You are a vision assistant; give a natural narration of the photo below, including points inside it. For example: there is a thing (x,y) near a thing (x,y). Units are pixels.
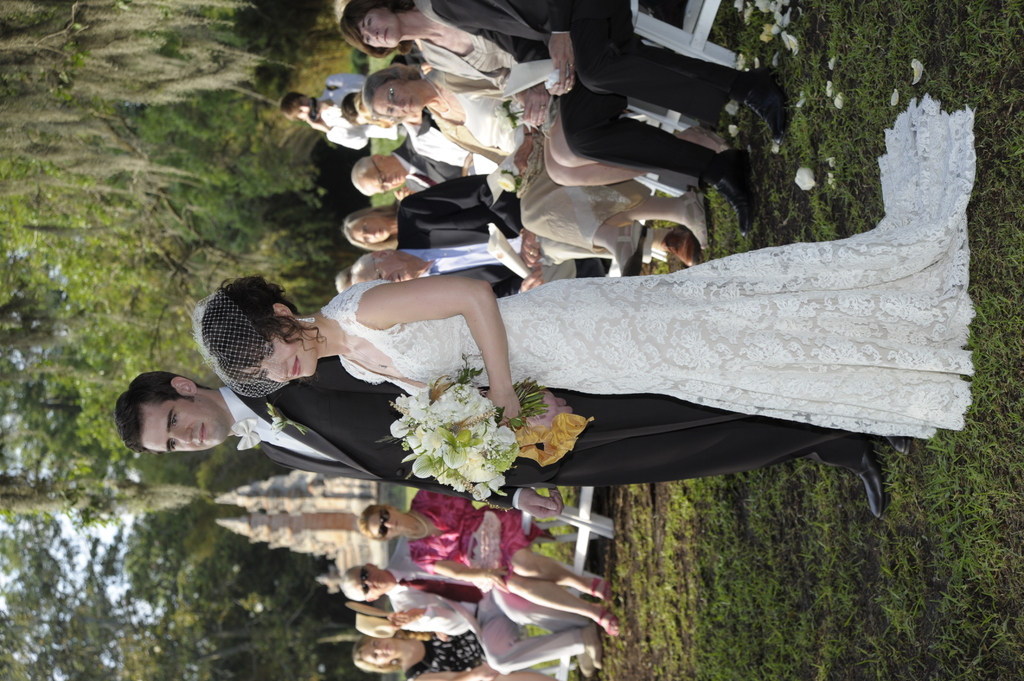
In the middle (439,396), we see a man (365,441) and a woman (362,351) who is holding a flower bouquet (486,457) are standing. Both of them are smiling and they are posing for the photo. On the right side (925,549), we see the grass (899,578). Behind them, we see the people (410,135) sitting on the chairs (580,527) or the benches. Behind them, we see a man (287,108) in the white shirt (363,127) is standing and he is clicking photos with the camera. There are trees (155,311) and a building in the background (190,357).
